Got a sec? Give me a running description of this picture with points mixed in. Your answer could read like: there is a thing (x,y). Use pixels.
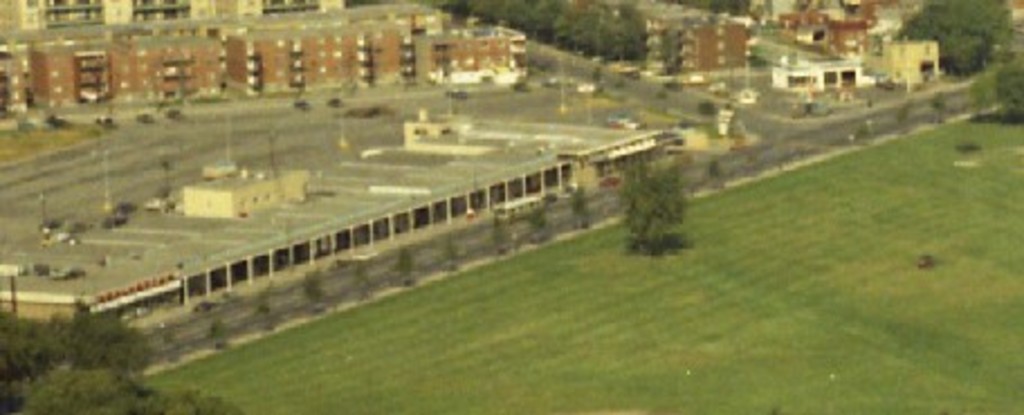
In this image, in the middle (528,198) there are buildings (427,53), road (702,116), vehicles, trees (639,173), grass (629,272).
